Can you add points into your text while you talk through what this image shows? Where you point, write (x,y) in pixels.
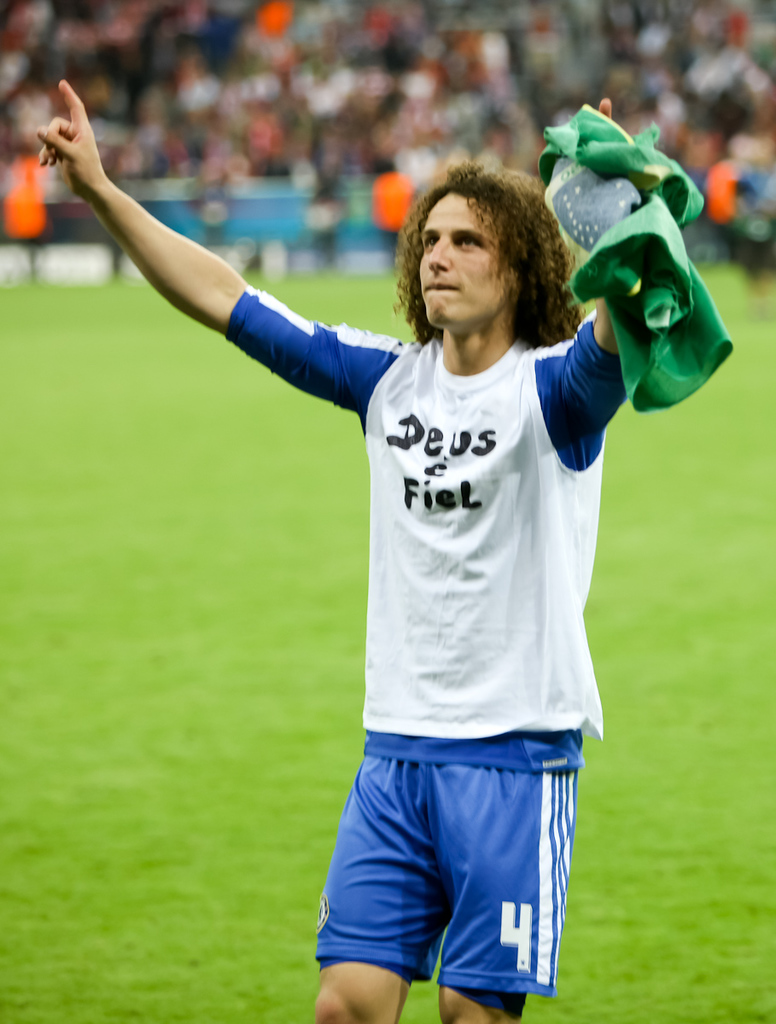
In this picture we can see a man (491,472) holding a cloth (631,358) and standing. Behind the man (446,605) there is the blurred background (763,77).
